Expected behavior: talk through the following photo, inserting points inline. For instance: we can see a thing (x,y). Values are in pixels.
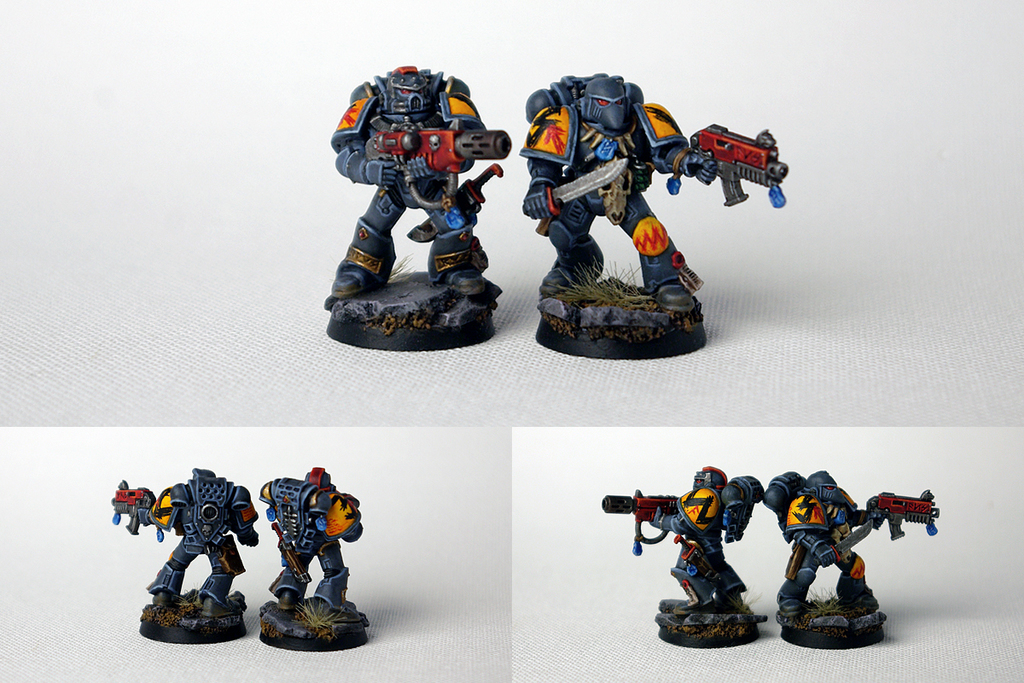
In this picture we can see the toys (626,223) holding the weapons (863,537) and standing and this pictures seems to be an edited image.
